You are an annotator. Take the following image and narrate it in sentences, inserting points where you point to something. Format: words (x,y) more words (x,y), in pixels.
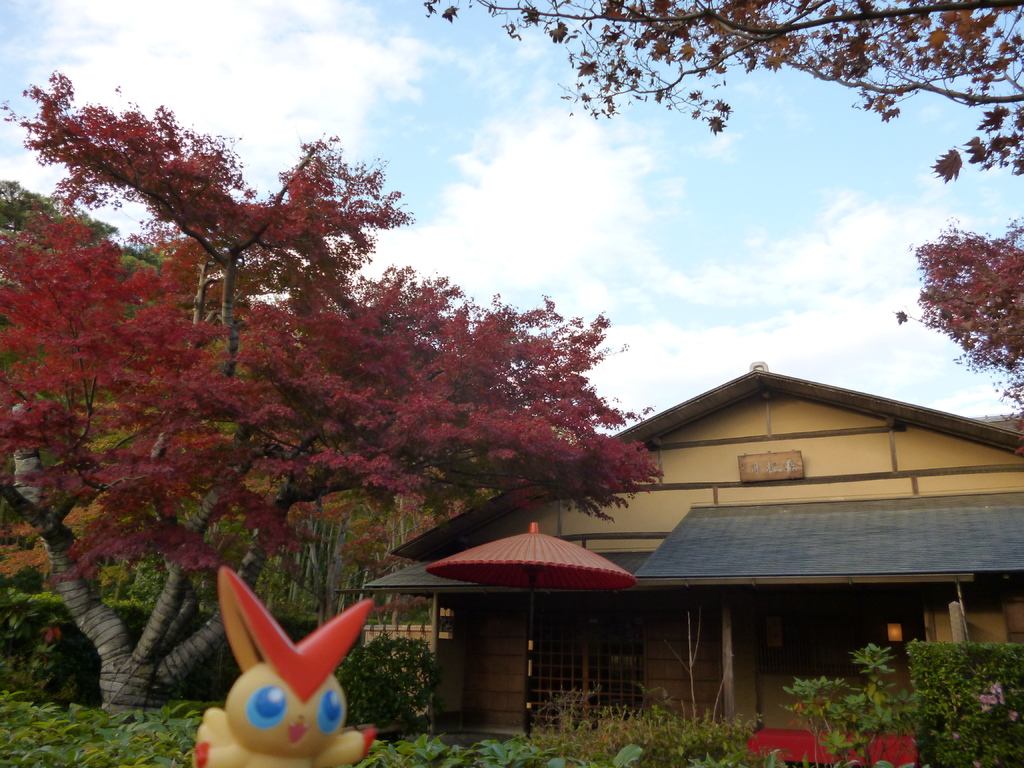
In this picture I can see a house (790,591), trees (459,492) and plants (596,746). Here I can see a toy (278,702) and an umbrella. In the background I can see the sky (586,246).
